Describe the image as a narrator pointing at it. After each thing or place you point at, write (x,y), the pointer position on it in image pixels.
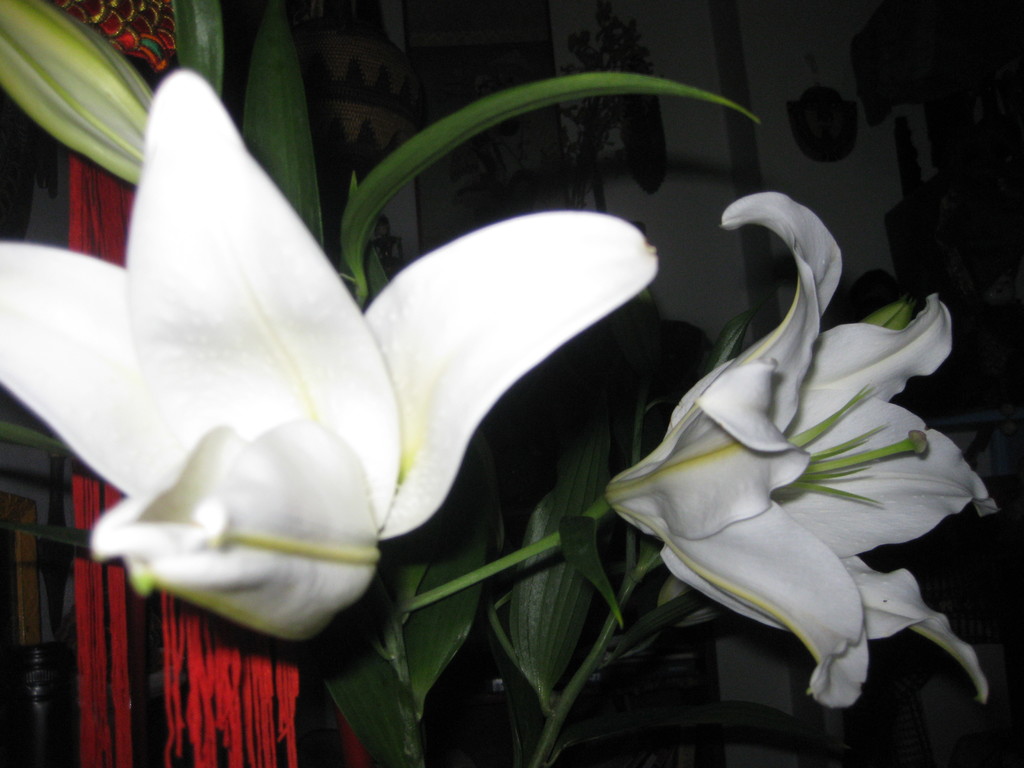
In the center of the image (448,422) we can see plants (580,535) and flowers (311,547), which are in white color. In the background (339,146), we can see one red cloth (169,42), wooden object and a few other objects (958,233).
